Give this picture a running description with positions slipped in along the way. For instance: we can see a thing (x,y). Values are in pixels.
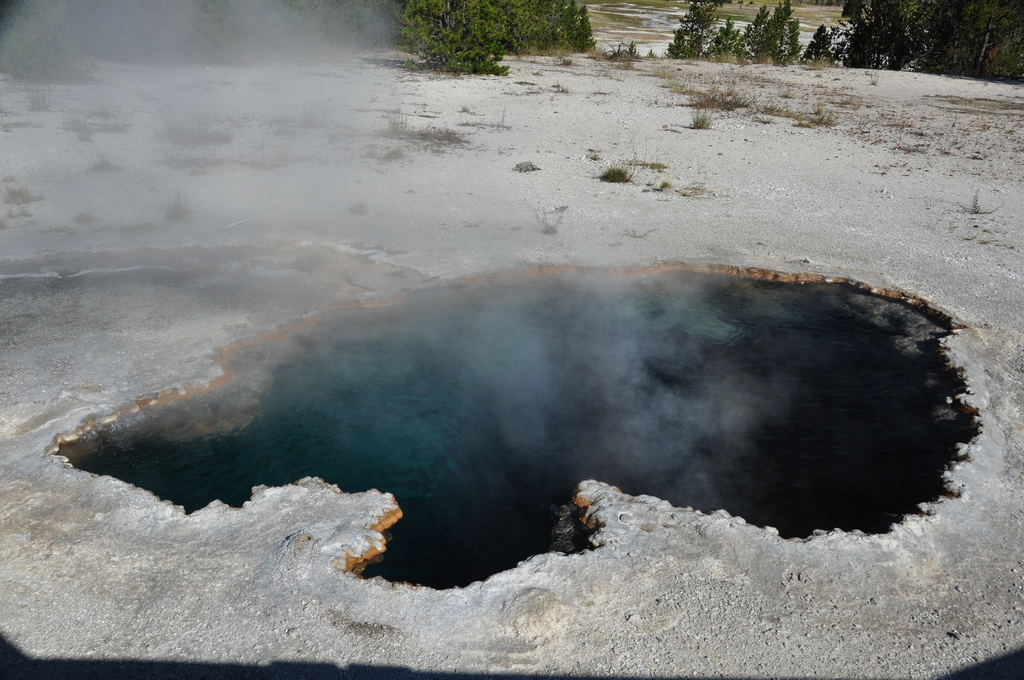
In this picture we can see plants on the ground (607,195), water (584,356), smoke (521,408), trees (962,37) and in the background (833,11) we can see the grass (820,15).
